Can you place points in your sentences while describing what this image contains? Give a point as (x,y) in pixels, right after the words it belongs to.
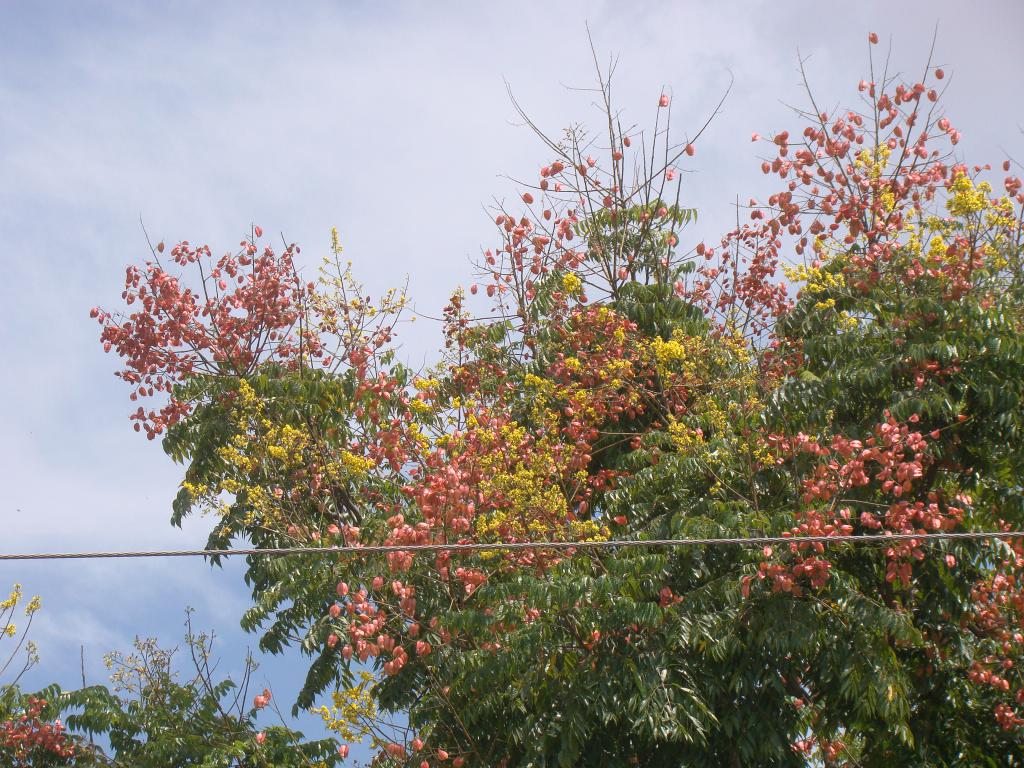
There are trees (775,732) having green color leaves (624,644). In front of these trees (891,579), there is a wire (380,551). In the background (844,42), there are clouds (184,72) in the blue sky (153,521).
